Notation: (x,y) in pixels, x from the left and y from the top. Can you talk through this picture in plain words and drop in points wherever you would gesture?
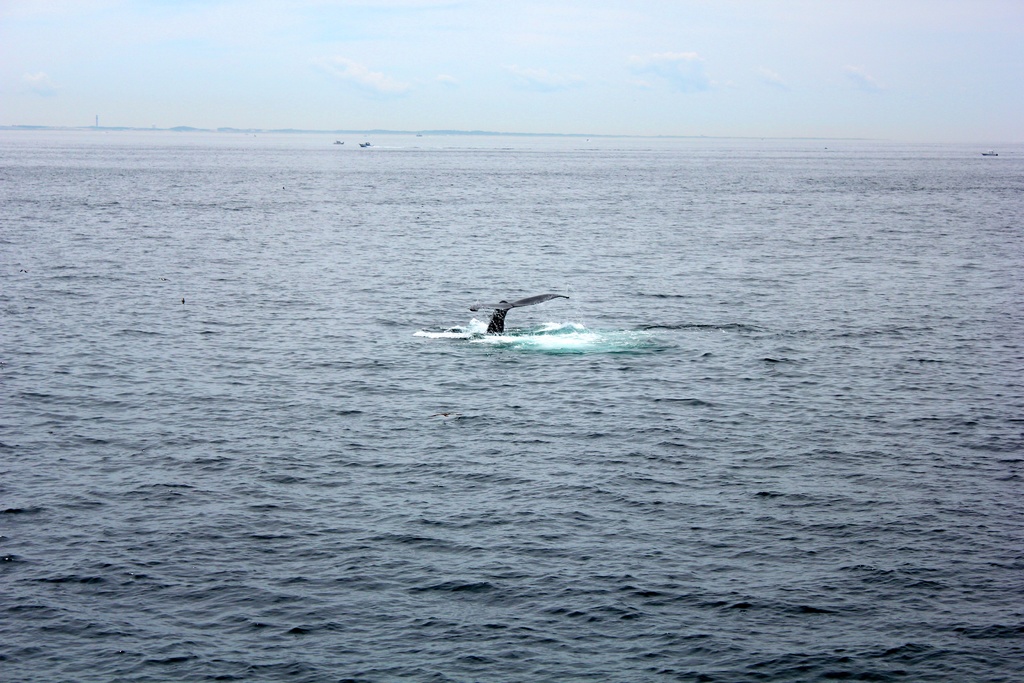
In this image we can see sky (472,102) with clouds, sea (658,165) and a whale's tail (490,330) from the water (470,325).
